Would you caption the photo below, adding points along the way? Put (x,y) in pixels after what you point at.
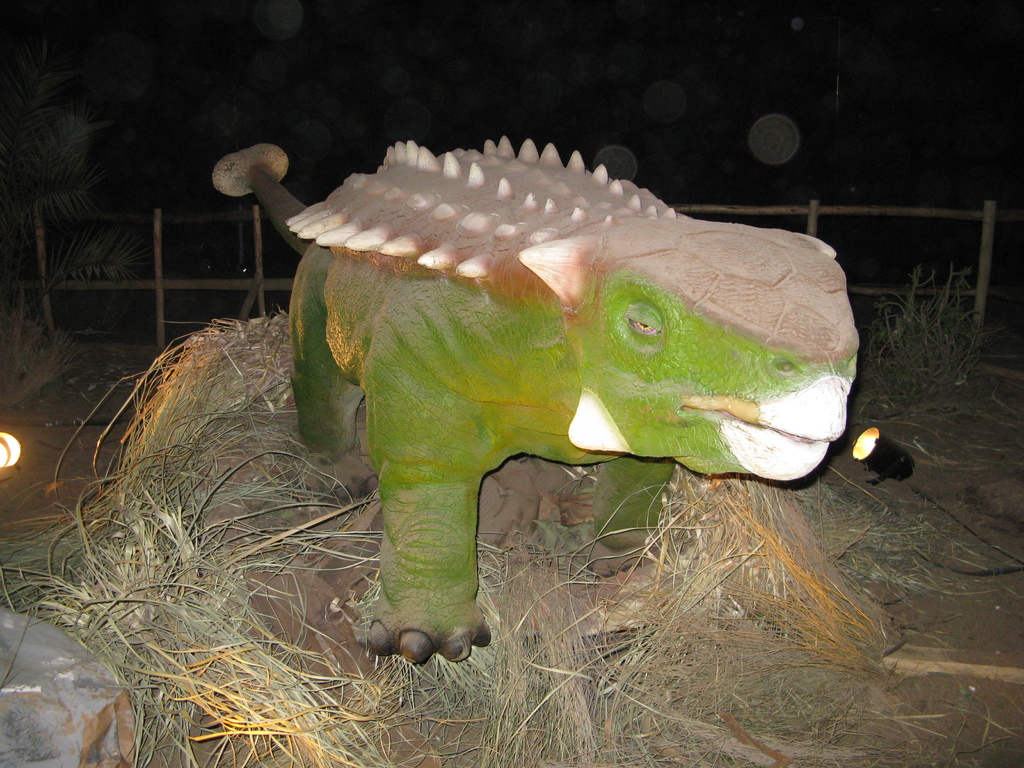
In this image there is an animal (373,402) that is standing on a grass (270,499), in the background (1010,295) there is a fencing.
